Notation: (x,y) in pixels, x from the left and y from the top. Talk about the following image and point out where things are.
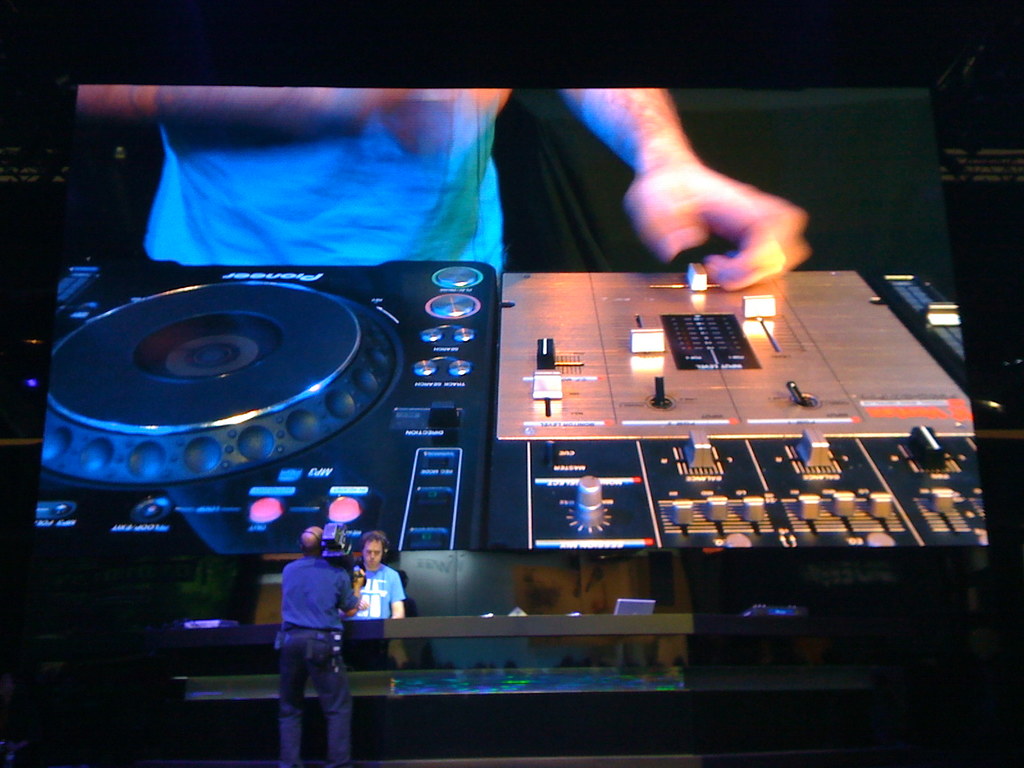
In this picture I can observe large screen (668,476) in the middle of the picture (357,438). In the screen (325,430) there is an electronic device (369,315). In the bottom of the picture (380,589) I can observe two men (319,599). One of them is holding a video camera (336,530) in his hands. The background (496,34) is completely dark.
